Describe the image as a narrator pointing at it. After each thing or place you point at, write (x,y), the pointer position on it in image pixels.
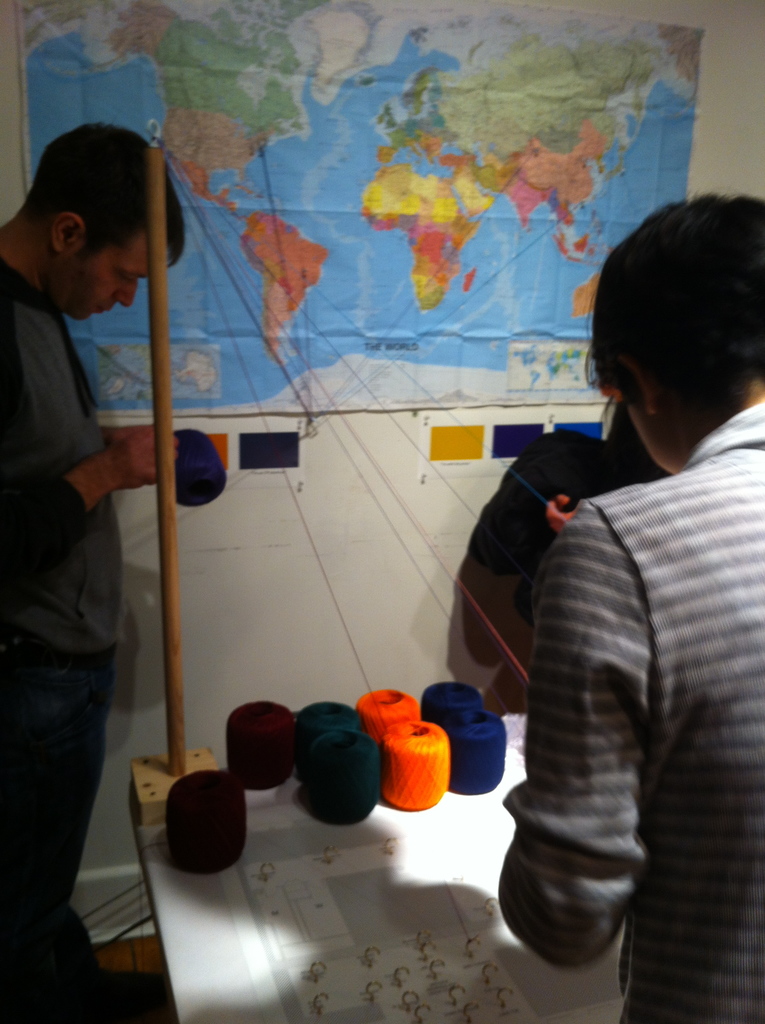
In this picture I can observe thread rolls (271,754) placed on the table (300,813). I can observe three members (61,511) in this picture. In the background (345,235) I can observe world map (336,218) on the wall (328,539).
